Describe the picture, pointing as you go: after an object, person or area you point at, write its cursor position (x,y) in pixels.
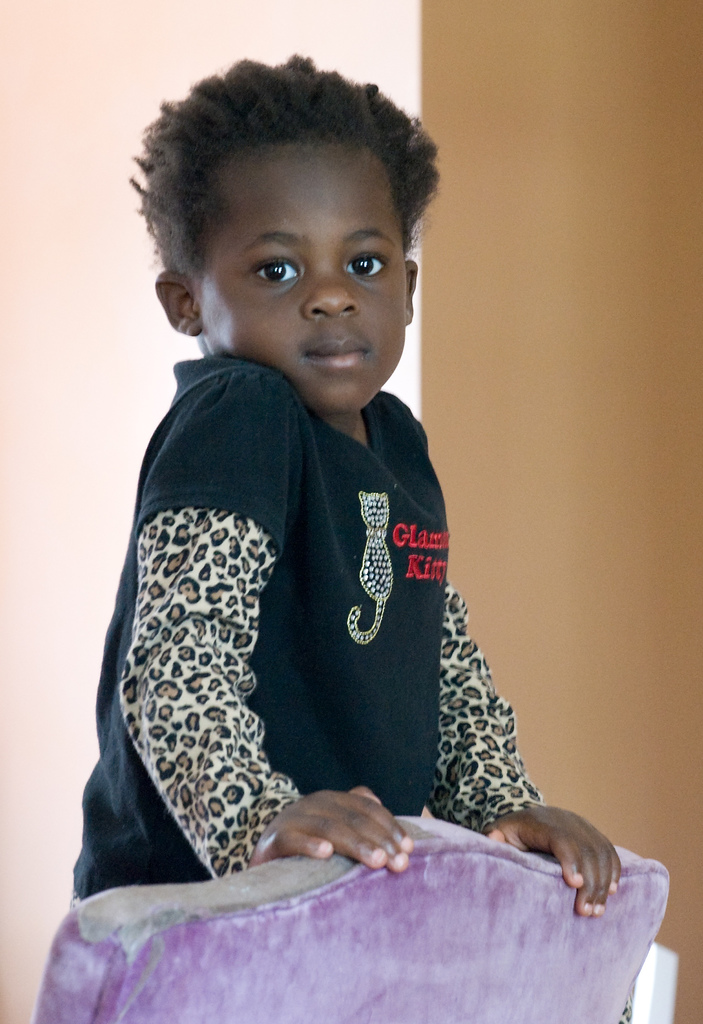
A boy (318,596) is looking at his side, he wore black color t-shirt (415,709).
